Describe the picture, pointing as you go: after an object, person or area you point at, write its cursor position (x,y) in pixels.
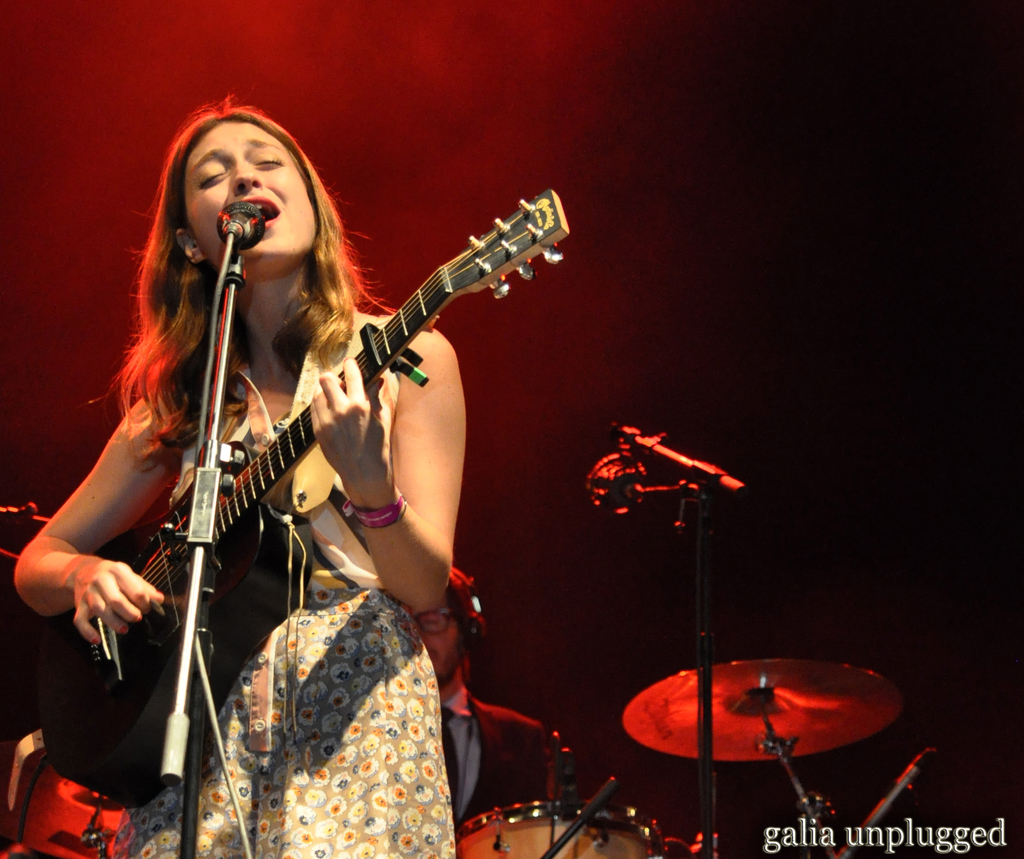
This is the picture of a lady (392,650) who is holding the guitar (133,677) and playing it in front of mike (190,666) and behind her there is a man (509,709) who is playing a musical instrument (801,694).
